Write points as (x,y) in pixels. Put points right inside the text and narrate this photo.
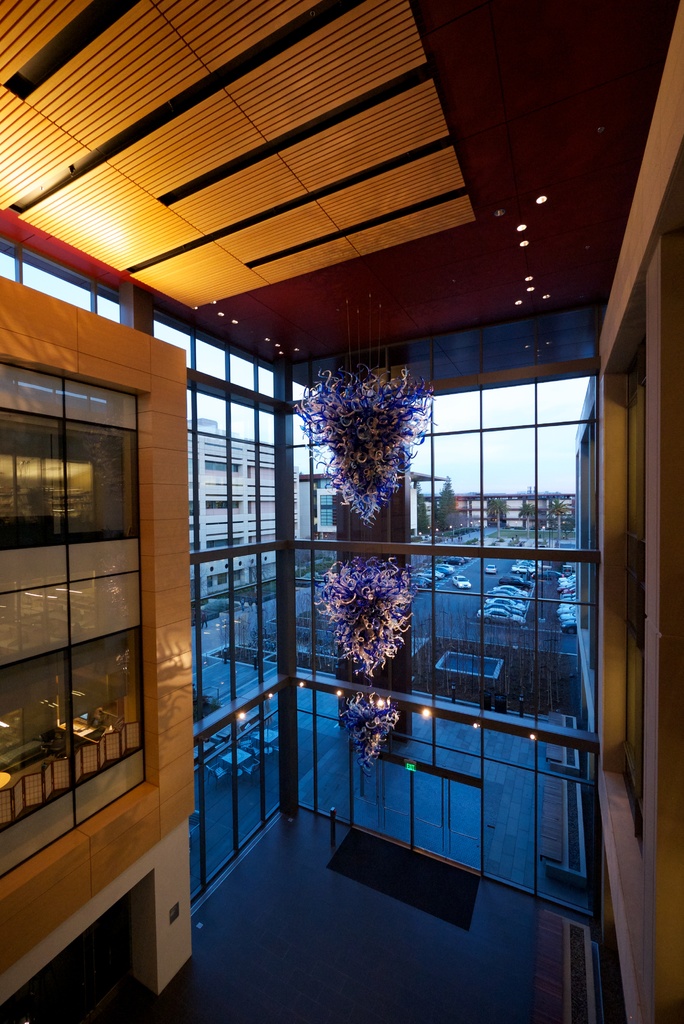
This is inside view of a building (433,756). In this image we can see some decorations (343,466) of glass (346,607). Also there are doors (391,801). On the floor (345,914) there is carpet (369,836). There are lights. Through the glass (430,600) we can see vehicles (513,604), buildings (509,496), trees (505,507) and sky (502,419).
